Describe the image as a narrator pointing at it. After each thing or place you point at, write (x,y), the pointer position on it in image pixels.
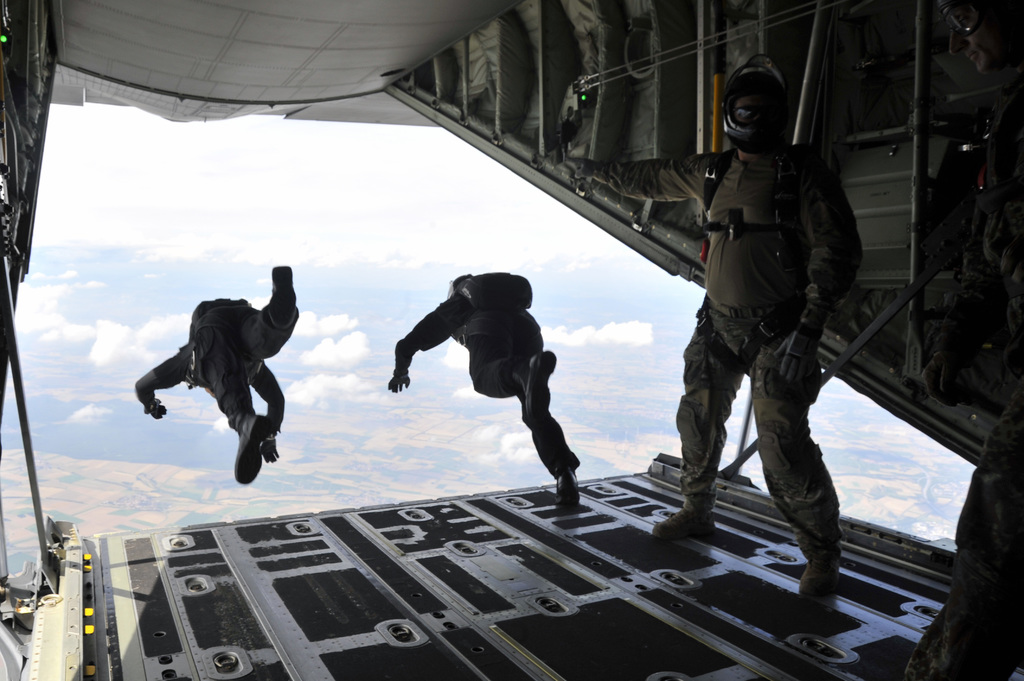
In this image we can see four persons (741,284) wearing uniform (265,348). One person (750,361) is wearing a helmet (763,105), goggles (754,122) are standing on the surface (628,595). In the background (937,240), we can see a group of poles (915,162) and the cloudy sky (358,393).
